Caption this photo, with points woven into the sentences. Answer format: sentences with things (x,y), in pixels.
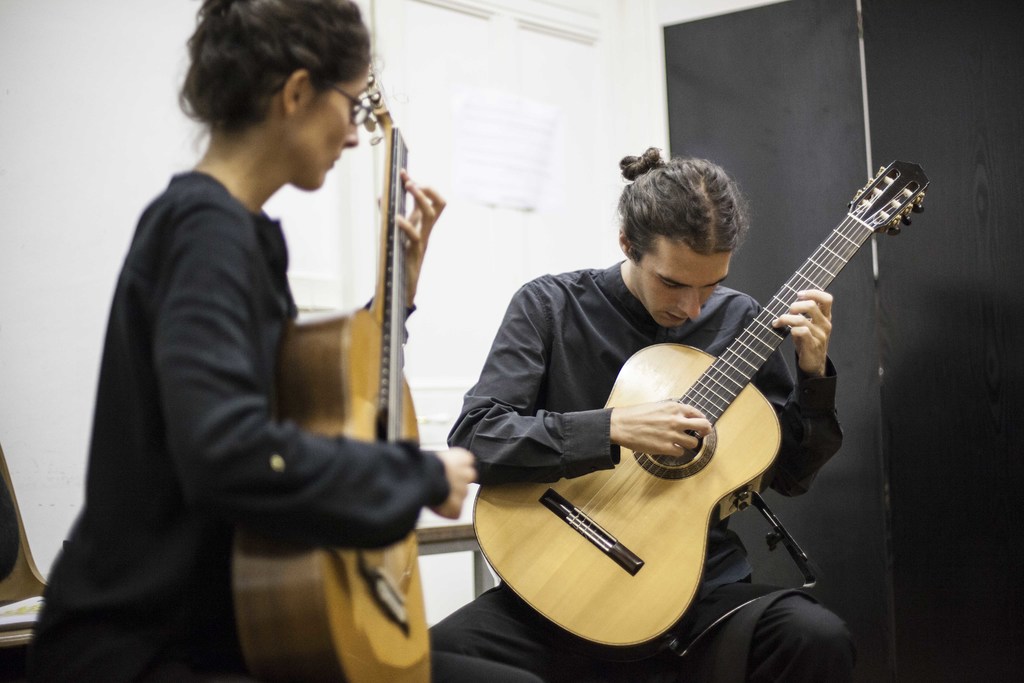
In this image I can see two persons (514,361) are playing a guitar (664,491). On the right of the image (792,122) I can see black color panels (802,86). In the background (441,80) I can see white color wall (70,73).
